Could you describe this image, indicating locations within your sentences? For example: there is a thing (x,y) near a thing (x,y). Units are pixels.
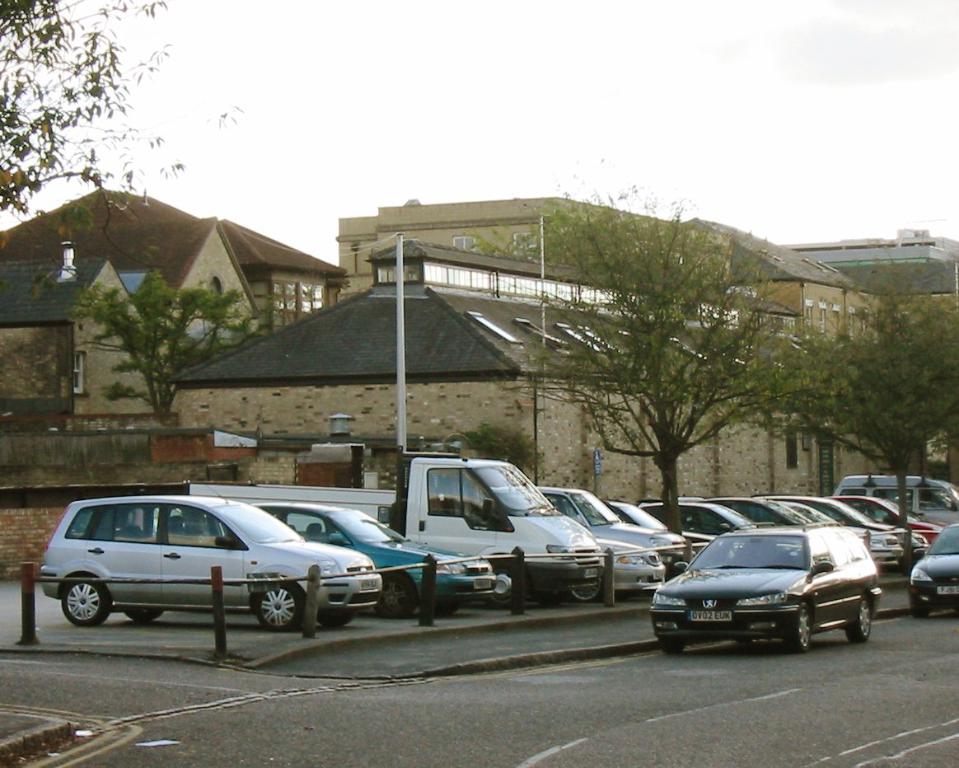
There are vehicles (540,573) on the road (571,675). Here we can see a fence (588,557), poles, trees (153,368), and houses (340,389). In the background (488,141) there is sky (617,107).
